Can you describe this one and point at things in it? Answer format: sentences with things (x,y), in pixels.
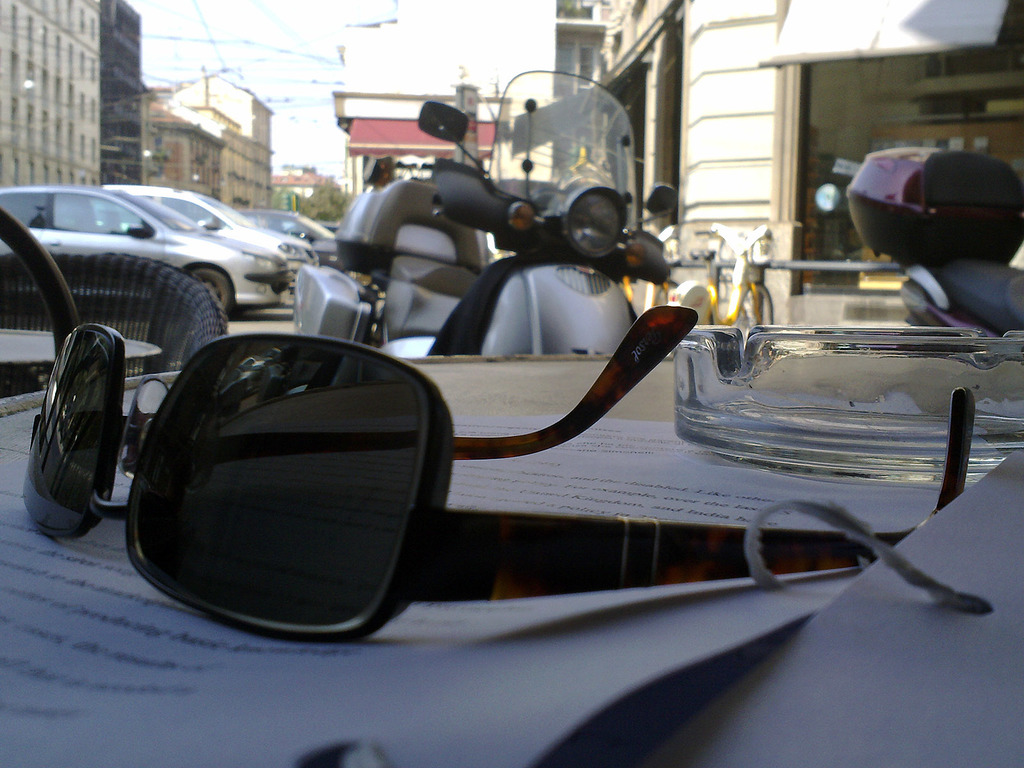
In this image I can see a table (511,487) and on the table (577,459) I can see few papers (699,652), a glass object (937,402) and goggles (489,448). I can see few chairs (186,322), few vehicles (242,242), few trees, few buildings (710,163) and the sky (270,87) in the background (297,125).
